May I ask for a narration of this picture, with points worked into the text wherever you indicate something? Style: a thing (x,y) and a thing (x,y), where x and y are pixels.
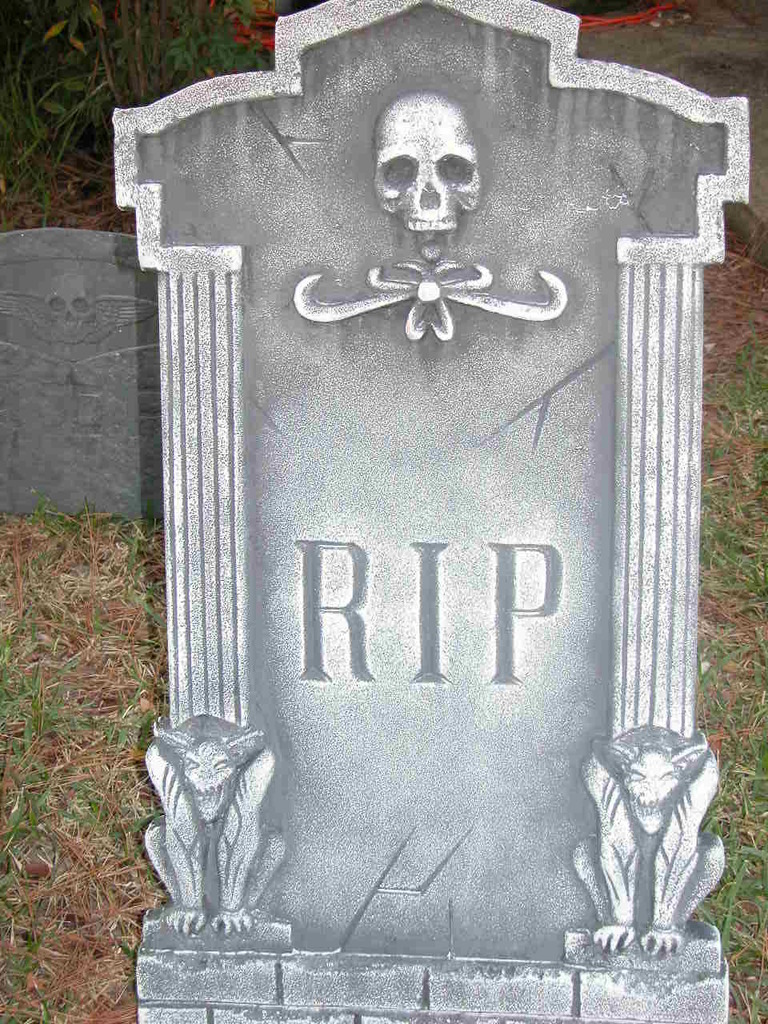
In this image there are two tombstones (296,461) on the grassland (714,649). Left top there are plants (30,31). Right top there is a rock (656,32) on the grassland (727,392).
